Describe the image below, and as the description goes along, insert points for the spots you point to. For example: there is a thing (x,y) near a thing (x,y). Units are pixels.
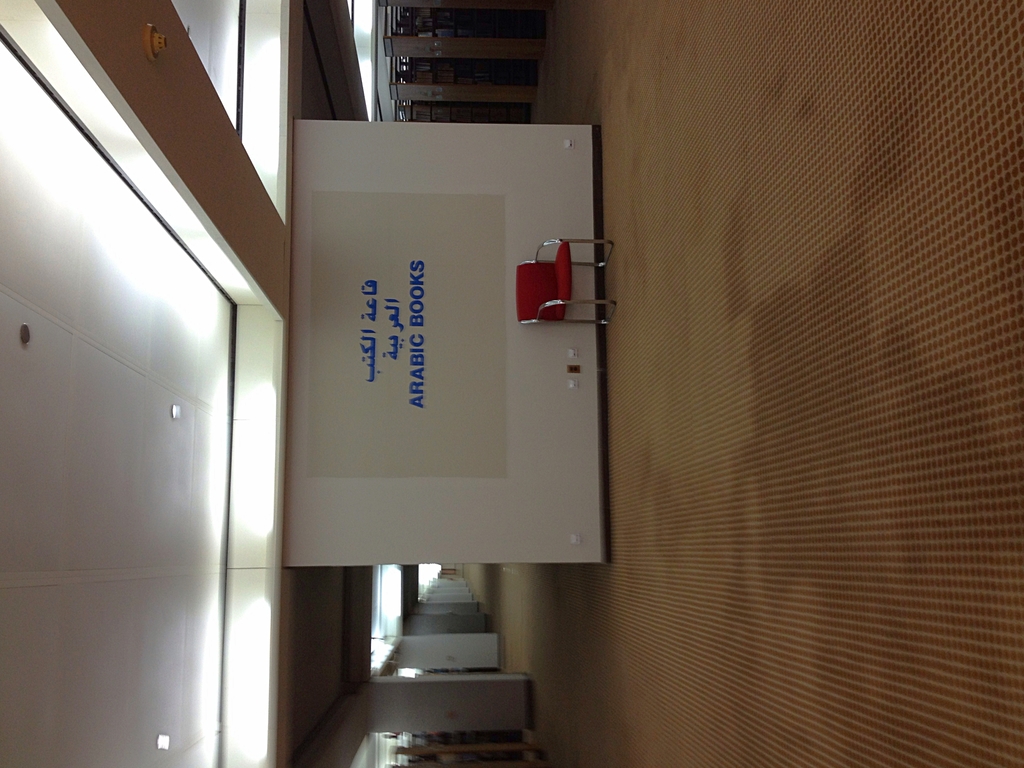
In this picture I can see the inside view of a building (51,205) and in front (695,589) I can see the floor (718,415) and in the middle of this picture (613,309) I can see a chair (558,308) and a board (425,217) on which there is something written. In the background (432,702) I can see number of pillars (427,712) and I can also see the lights (266,104).
